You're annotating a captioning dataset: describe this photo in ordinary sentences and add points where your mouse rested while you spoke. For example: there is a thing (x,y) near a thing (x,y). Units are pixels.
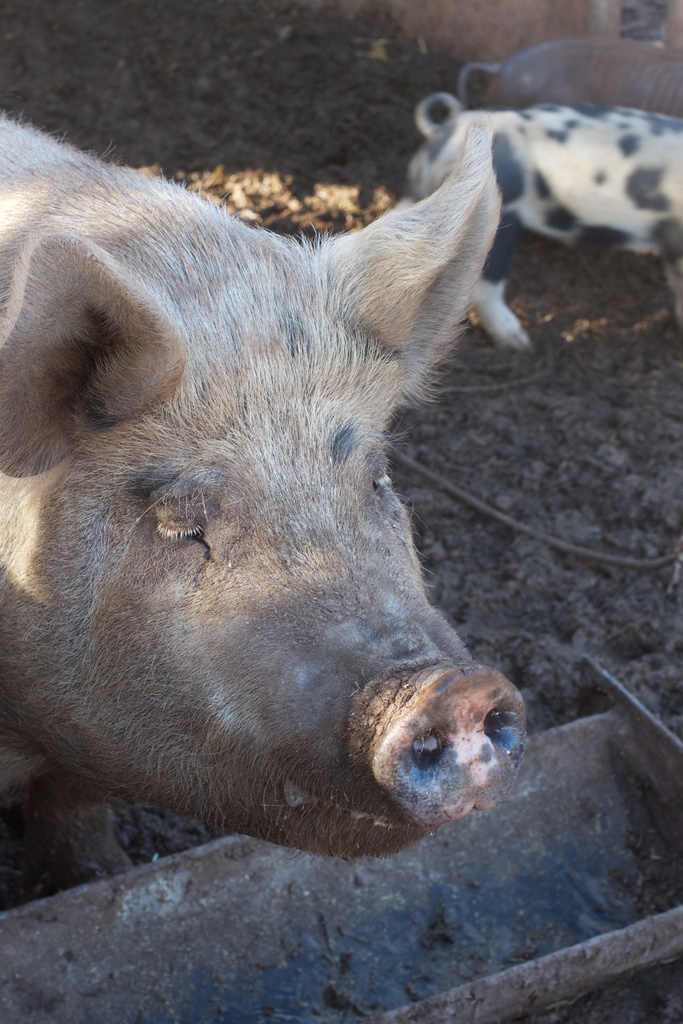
In this picture we can see pigs (245,493) on the ground (416,492).
